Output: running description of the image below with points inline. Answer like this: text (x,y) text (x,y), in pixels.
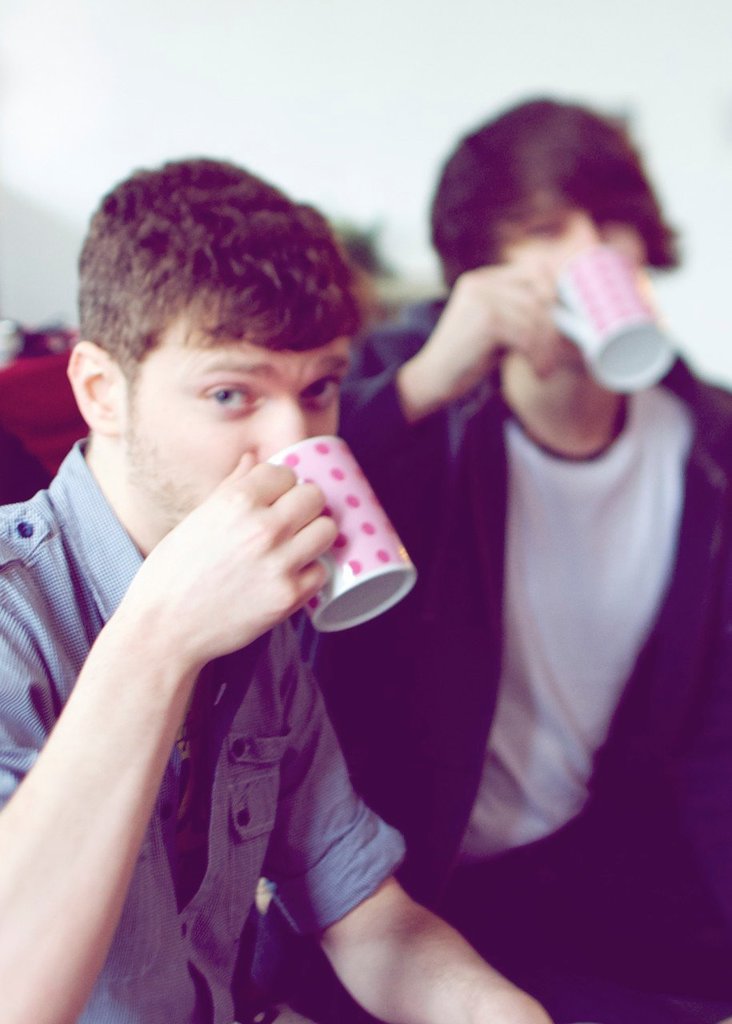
In this image we can see two persons (380,409) holding the cups (612,339) and drinking. In the background (338,146) we can see the plain wall (325,28).
